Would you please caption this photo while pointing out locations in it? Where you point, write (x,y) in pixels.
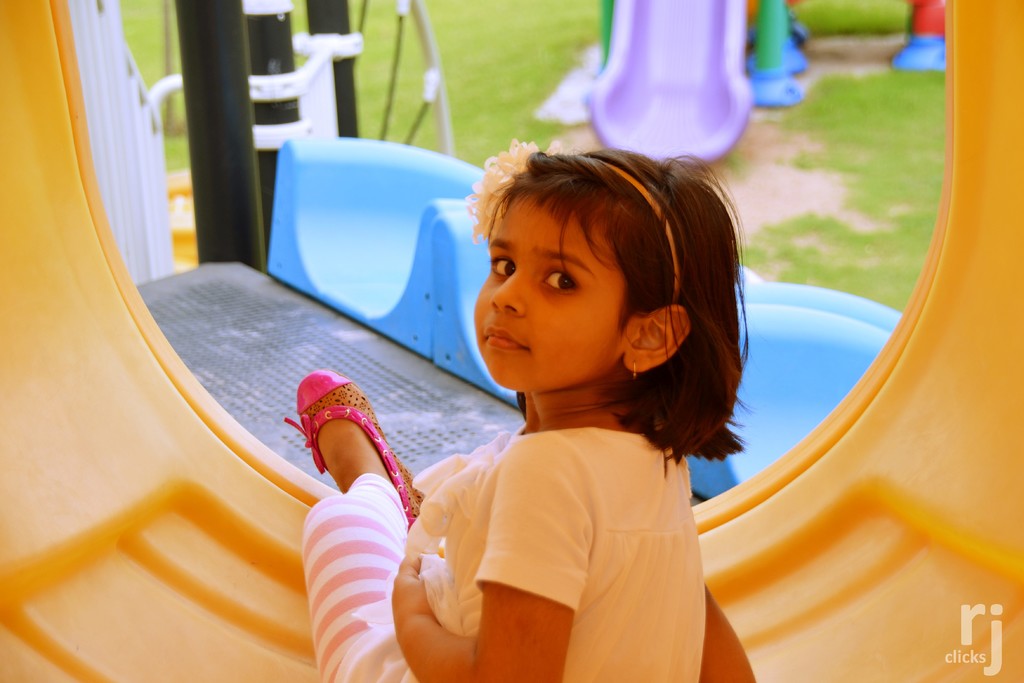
In the foreground of the picture (385,441) we can see a girl (438,522) sitting in a thing (103,346). At the top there is a slide (638,112). The picture looks like it is taken in a children playground (351,192). In the left corner (247,83) there are poles (205,94), hand railing (96,95) and grass (154,61). On the right (880,173) there is grass (934,128).
